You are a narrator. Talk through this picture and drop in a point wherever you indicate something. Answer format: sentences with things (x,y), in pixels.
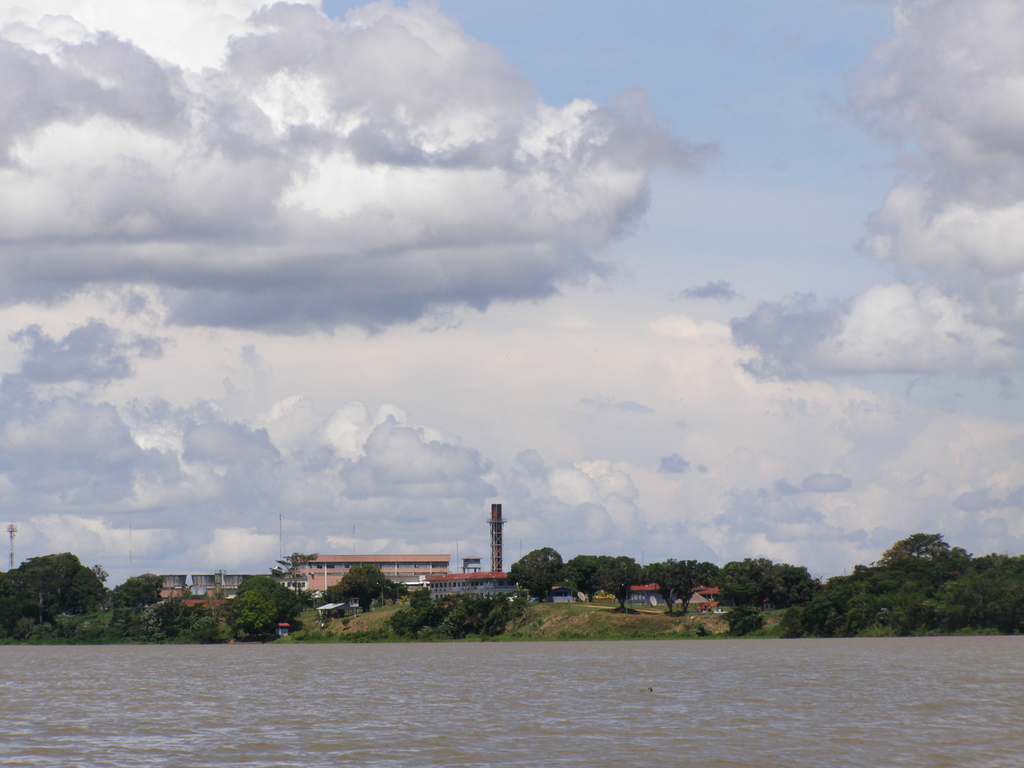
In this image there is a river (1020,697), trees (381,579), buildings (433,572) and the sky (370,372).
